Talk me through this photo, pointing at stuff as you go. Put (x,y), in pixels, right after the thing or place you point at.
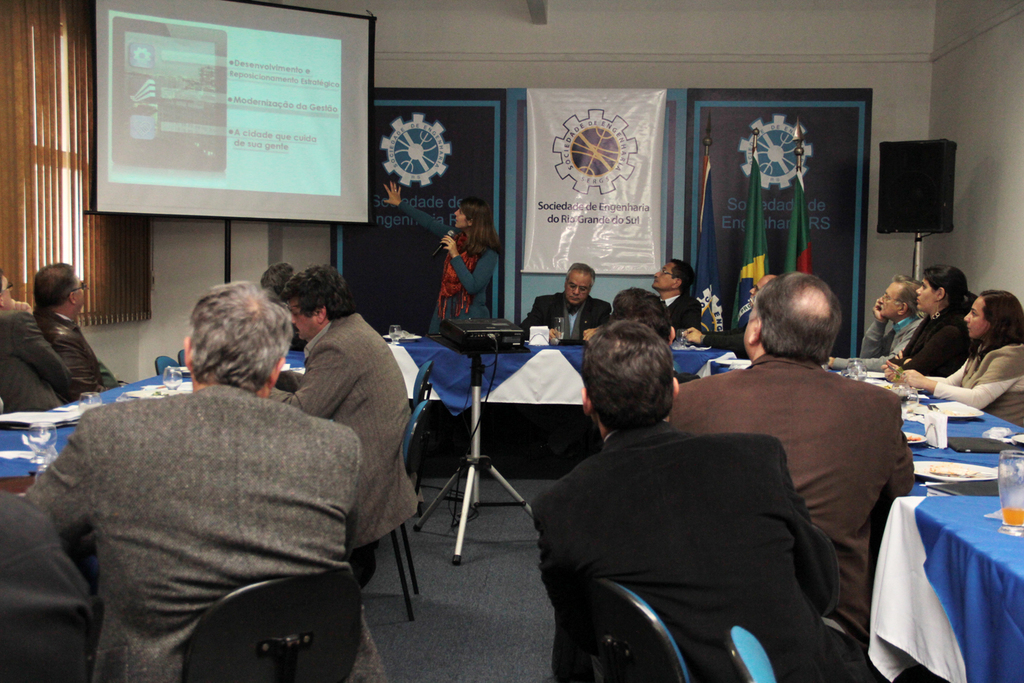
This picture is clicked in the conference hall (279,388). Here, we see many people (357,399) sitting on the chairs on either side of the table (961,530). On the table (898,511), we see glasses (1010,467), plates (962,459), tissue papers (941,443), laptop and mobile phones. The woman (453,290) in blue dress (466,282) who is holding a microphone (452,230) is explaining something. In front of her, we see a projector screen (279,151). Beside that, we see banner (535,165) with some text (634,216) written. Beside that, we see flags (710,238) in green and blue color. Beside that, we see a speaker box (889,155). Behind that, we see a white wall (520,59). On the left side (85,146), we see a window (36,141) and a curtain (88,221) in brown color.
